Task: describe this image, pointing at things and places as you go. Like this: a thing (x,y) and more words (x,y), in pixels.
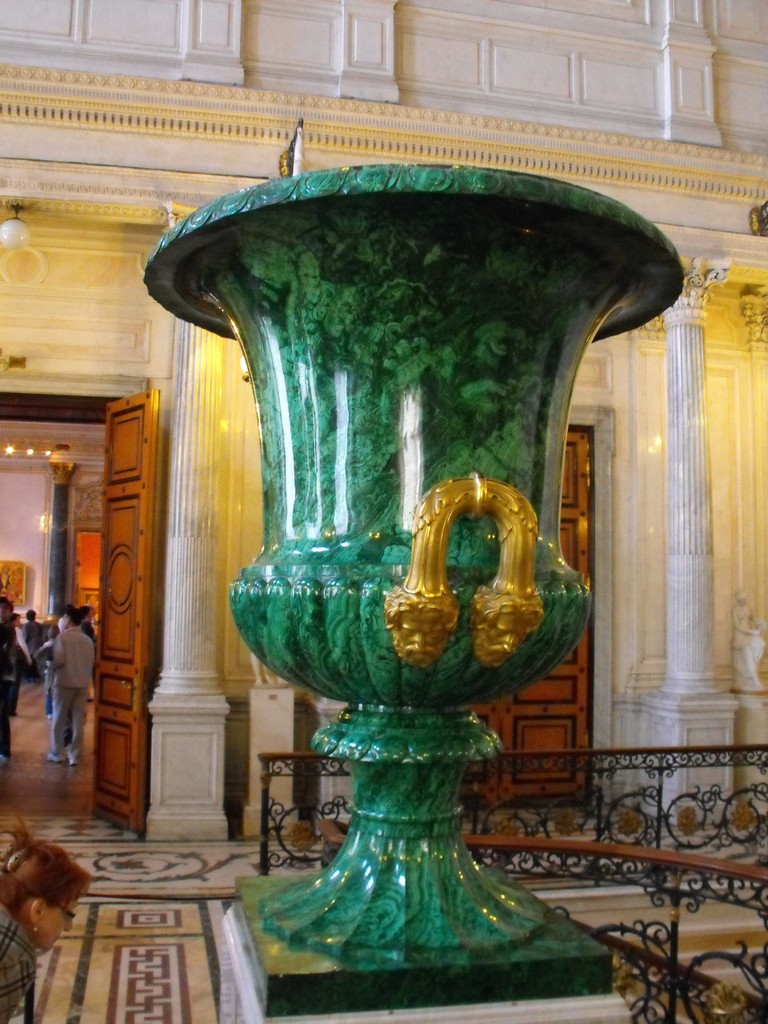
In the center of the image (407,419) we can see an antique (344,587). On the left side (68,699) we can see a group of people (60,884) standing on the floor (2,792). We can also see some pillars (183,784), a photo frame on a wall (33,574), doors (101,796), a lamp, lights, a statue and a fence (725,965).
